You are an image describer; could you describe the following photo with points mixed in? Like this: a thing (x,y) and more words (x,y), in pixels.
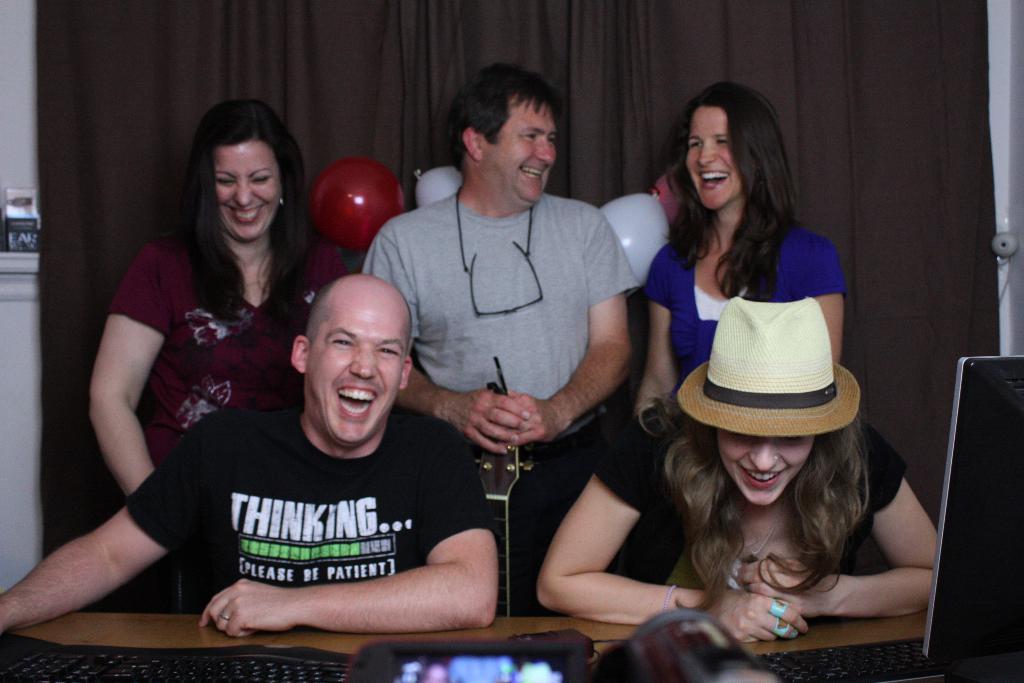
In this image we can see some people (340,545) sitting and some (717,284) are standing. There is a brown color curtain (562,66) in the background (929,452). There are balloons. There is a monitor (954,462) on the right side (970,539). There is a keyboard (118,682) on the left bottom (168,676).
